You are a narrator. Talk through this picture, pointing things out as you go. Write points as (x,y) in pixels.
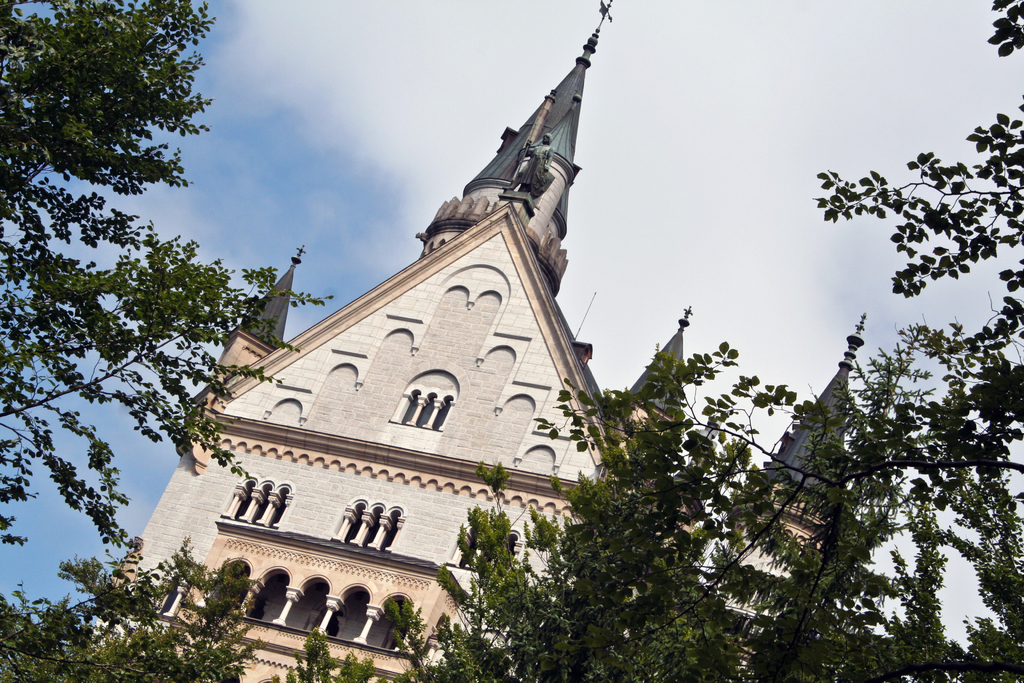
At the center of the image (462,383) there is a church (381,483), in front of the church (255,564) there are trees (166,283). In the background (718,251) there is the sky (777,310).
